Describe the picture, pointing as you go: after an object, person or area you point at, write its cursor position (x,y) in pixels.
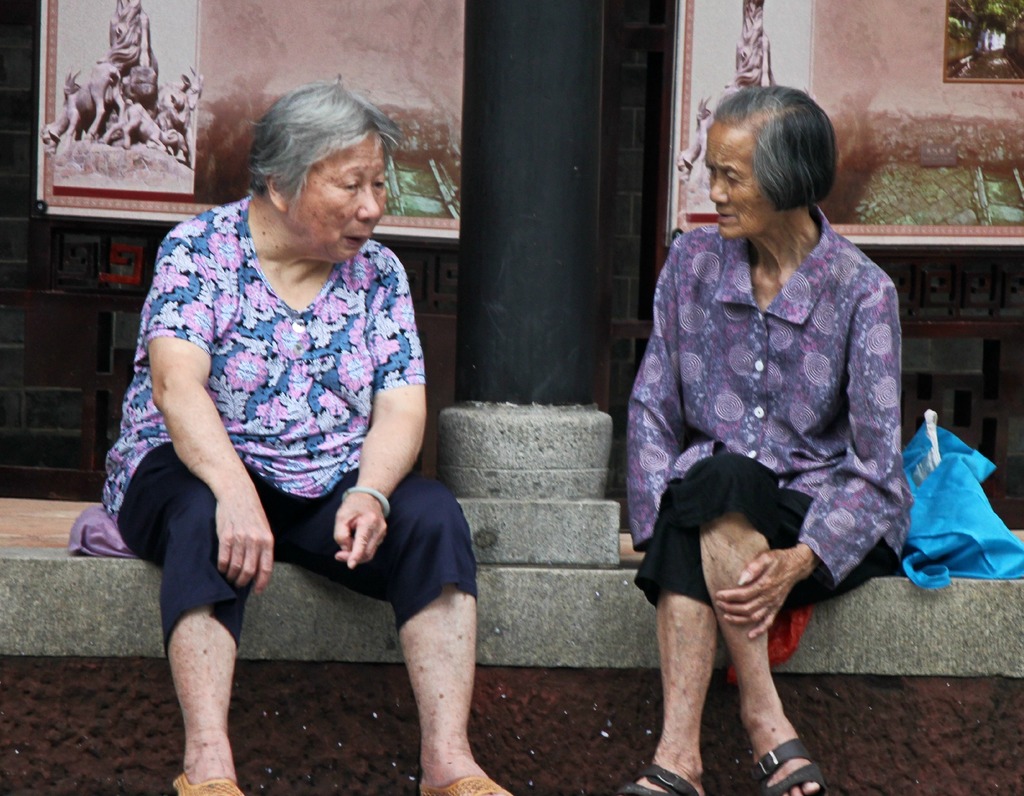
In this picture there are two persons (203,661) sitting on the wall (348,625). In the middle (521,389) there is a pillar (507,487). At the back (260,101) there are frames (286,70) on the wall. On the right side of the image (952,511) there is a bag (949,550) on the wall (955,596).
